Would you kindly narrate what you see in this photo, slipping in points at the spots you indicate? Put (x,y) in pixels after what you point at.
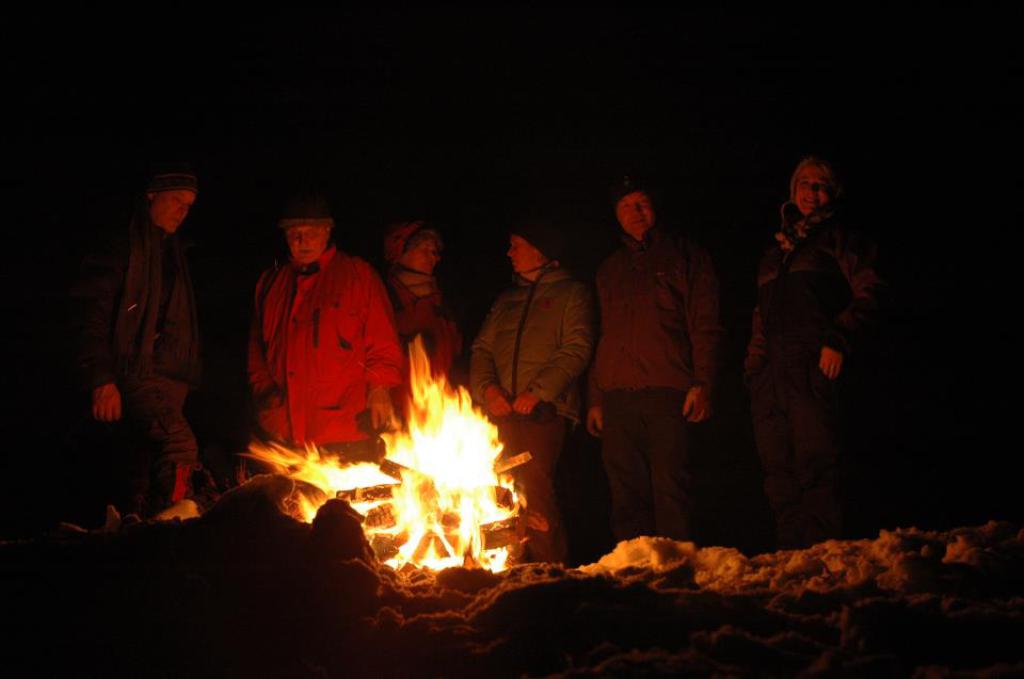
In this image we can see people (750,375) standing in front of the campfire (417,485).
